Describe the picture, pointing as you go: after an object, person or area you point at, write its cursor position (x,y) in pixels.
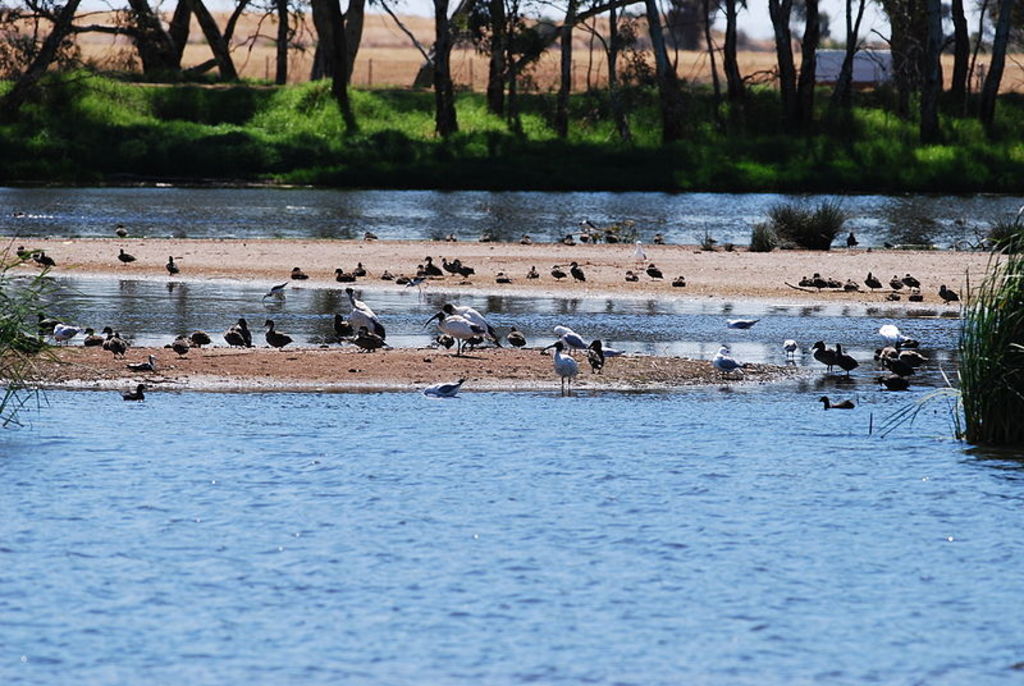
In this image we can see water (565,410), birds (892,360), plants (469,100) and trees (906,9).
